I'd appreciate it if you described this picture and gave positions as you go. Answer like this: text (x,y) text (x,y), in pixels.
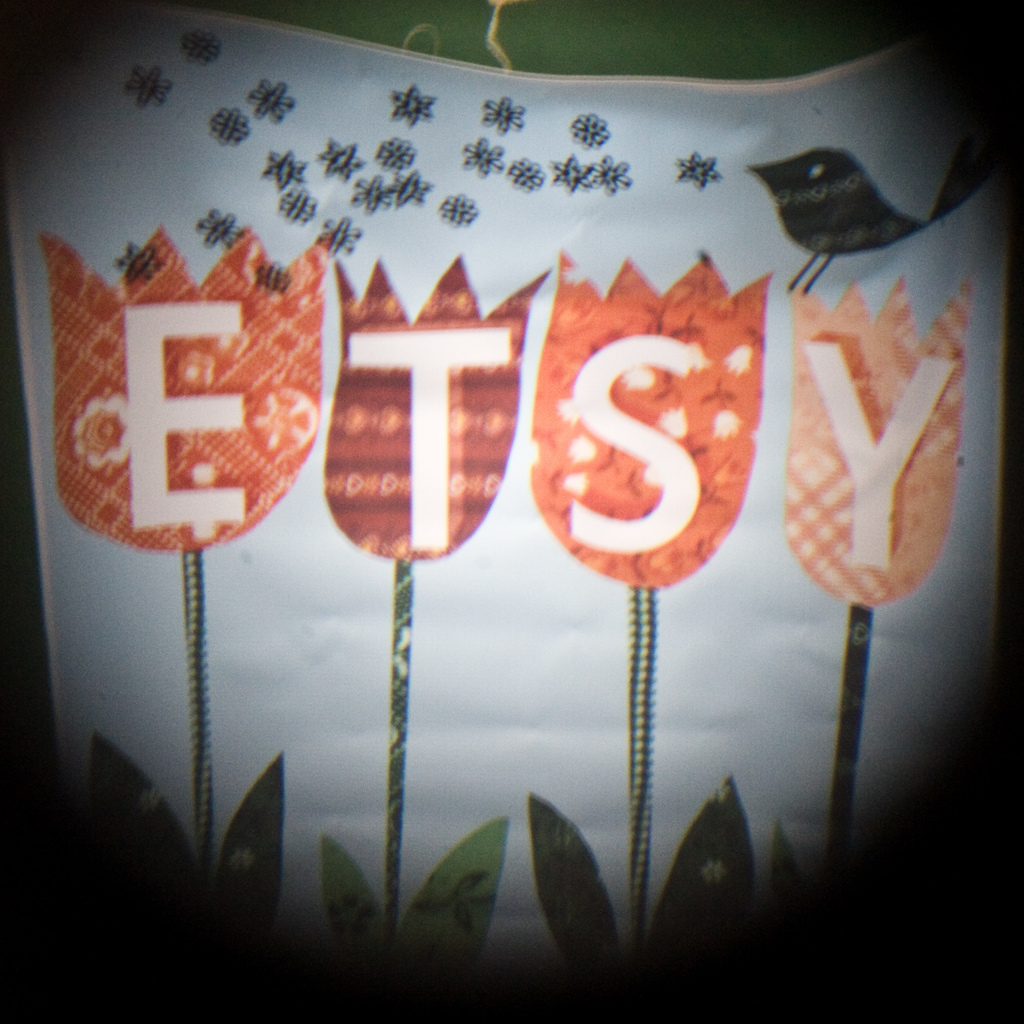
In the center of the image (589,641) there is some text (855,427) and drawing (644,486) on the paper (513,409).
